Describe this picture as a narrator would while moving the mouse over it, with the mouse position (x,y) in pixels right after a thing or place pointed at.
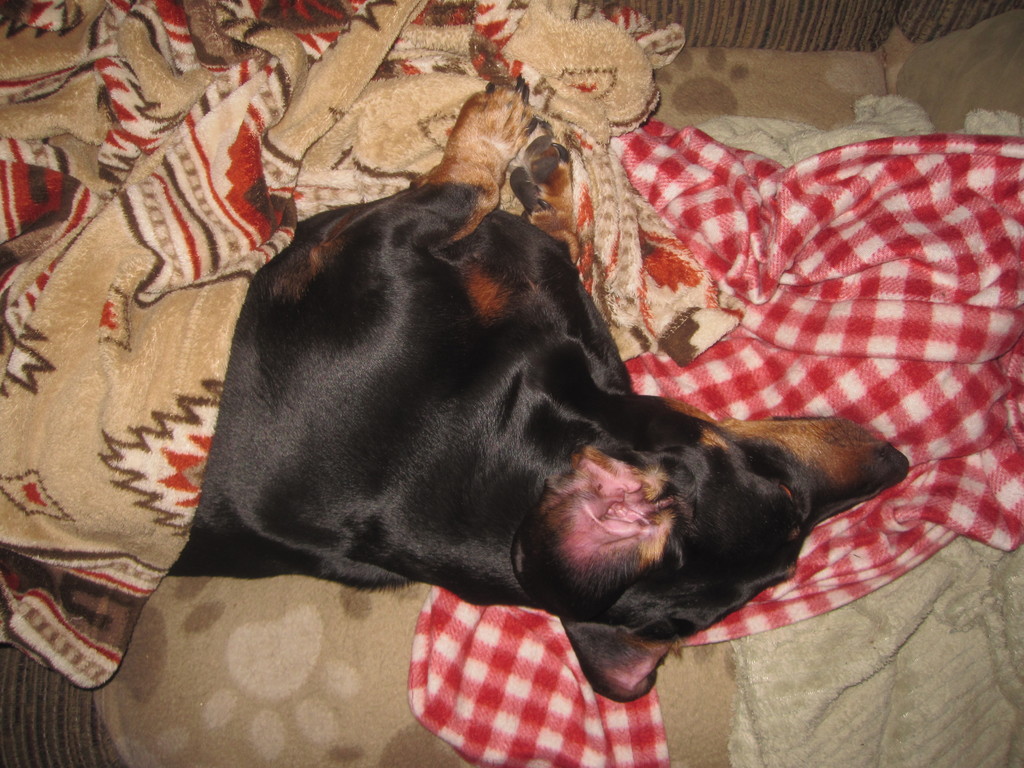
In the image we can see there is a dog (401,500) lying on the sofa (79,724) and there is a blanket (55,256) and bedsheet (990,291).
